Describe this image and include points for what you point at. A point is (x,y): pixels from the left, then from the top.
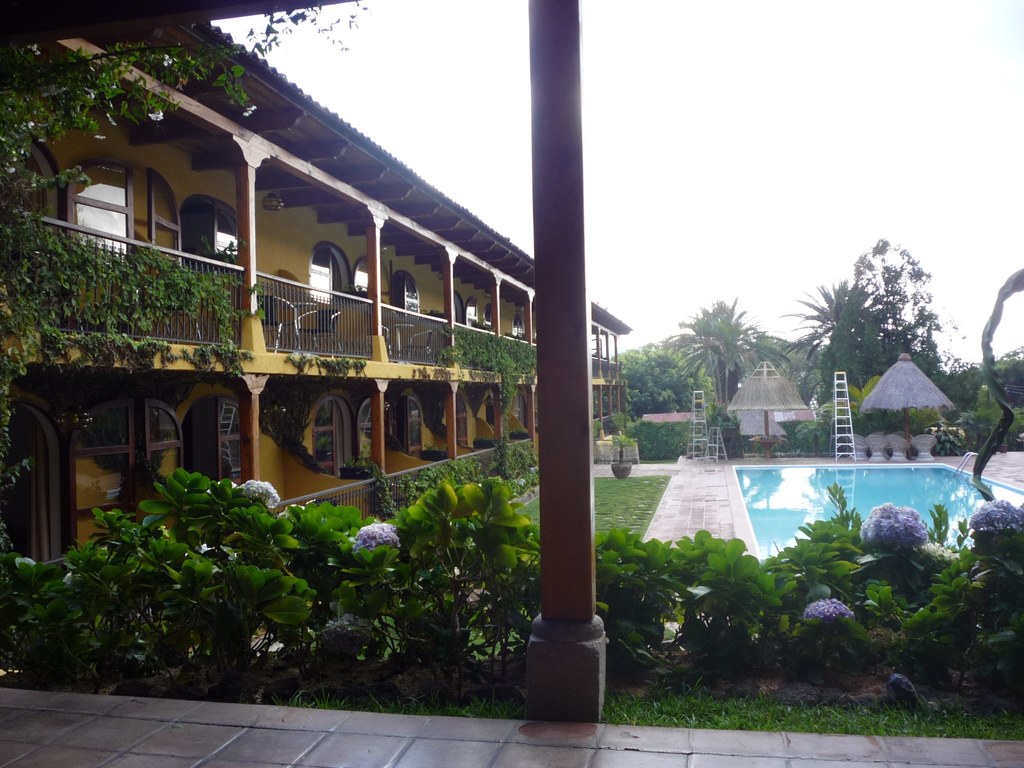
In the middle of the picture (560,447), we see a pillar (551,279). Behind that, we see grass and plants (682,635) which have flowers (888,538) and these flowers (896,522) are in purple color. Behind that, we see the swimming pool (785,492) and ladders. On the left side (197,242), we see a building (424,437) and the creeper plants (147,266). There are huts (900,397) and plants (724,385) in the background (885,369). At the top (826,63), we see the sky (763,148).
